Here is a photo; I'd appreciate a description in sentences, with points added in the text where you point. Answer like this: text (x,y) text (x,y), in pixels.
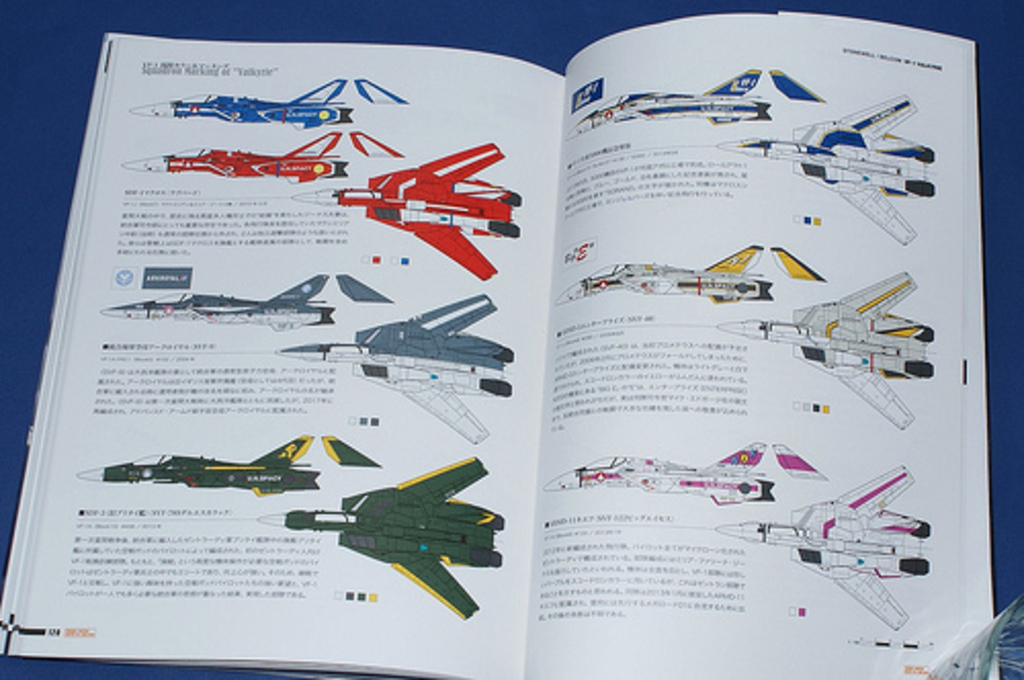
In this picture I can see a book (568,288) on the table (50,28) and I can see pictures (463,178) of few fighter jets (826,327) and text (274,241) in the book (586,432).
